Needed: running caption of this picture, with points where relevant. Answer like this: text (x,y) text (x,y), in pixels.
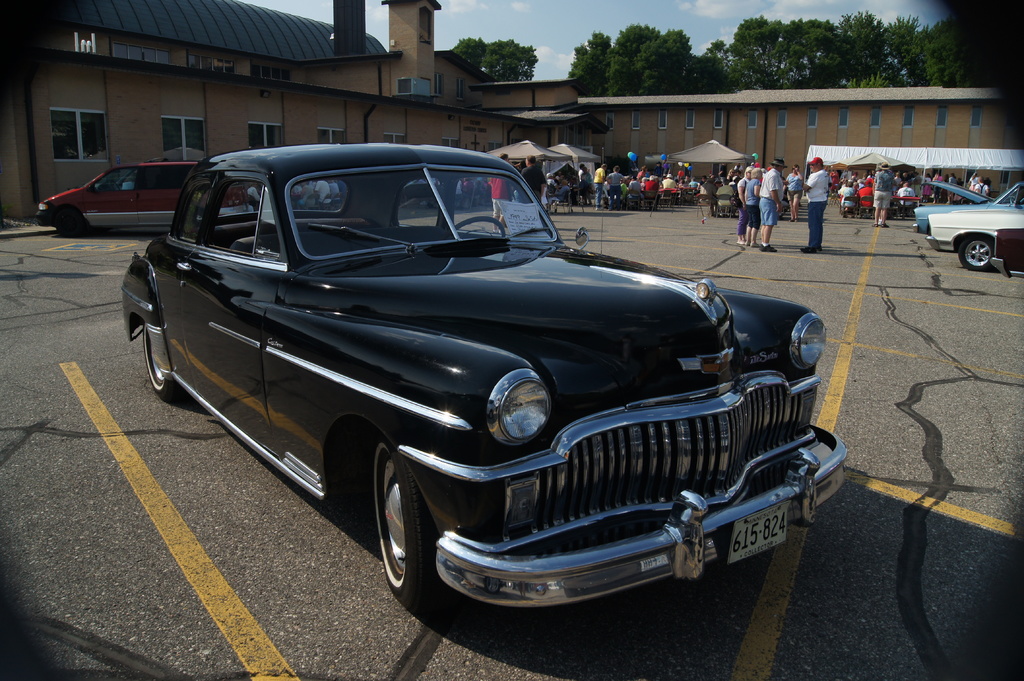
In this image, in the foreground (728,359) there is a black color car (311,286) background (552,29) is the sky (520,15).
